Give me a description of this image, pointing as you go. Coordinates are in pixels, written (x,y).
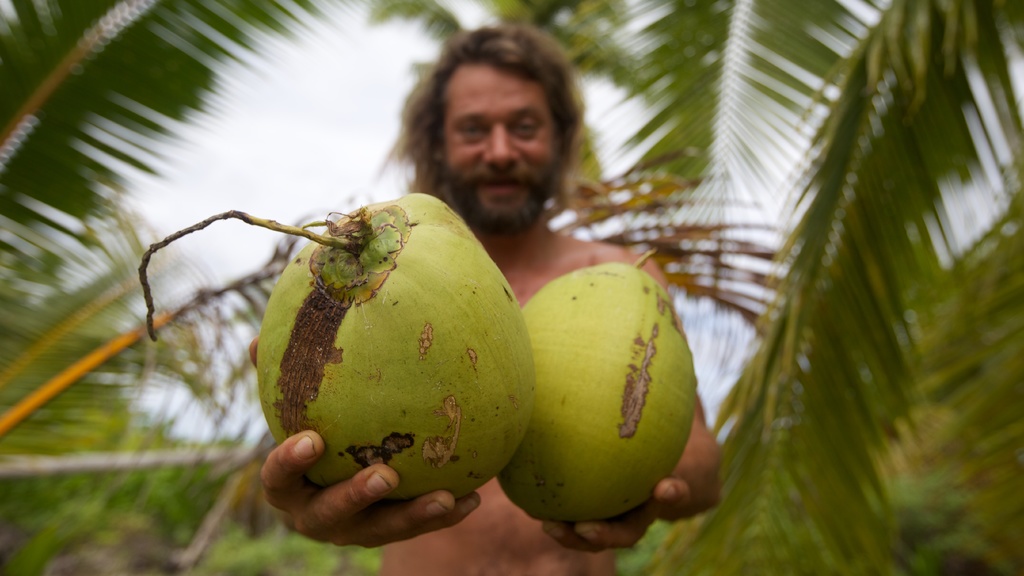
The picture consists of a person (439,180) holding coconuts (471,353). The background (72,75) is blurred. In the background (179,456) we can see palm trees (84,99) and sky (309,130).
